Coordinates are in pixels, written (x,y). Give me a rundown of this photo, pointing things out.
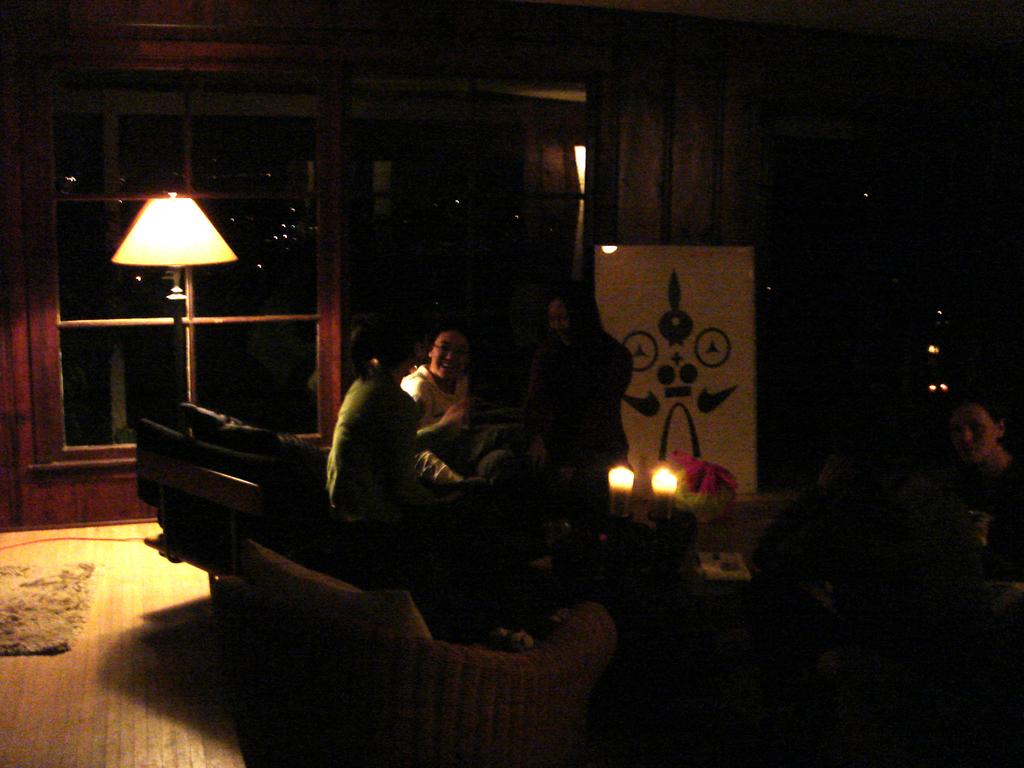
In this image I see few persons (600,406) who are sitting and I see that this person (417,374) is smiling and I see the lights (662,488) over here and I see the lamp (171,267) over here and I see the floor (84,694) and I see the windows (331,225) and I see that this image is a bit dark.
